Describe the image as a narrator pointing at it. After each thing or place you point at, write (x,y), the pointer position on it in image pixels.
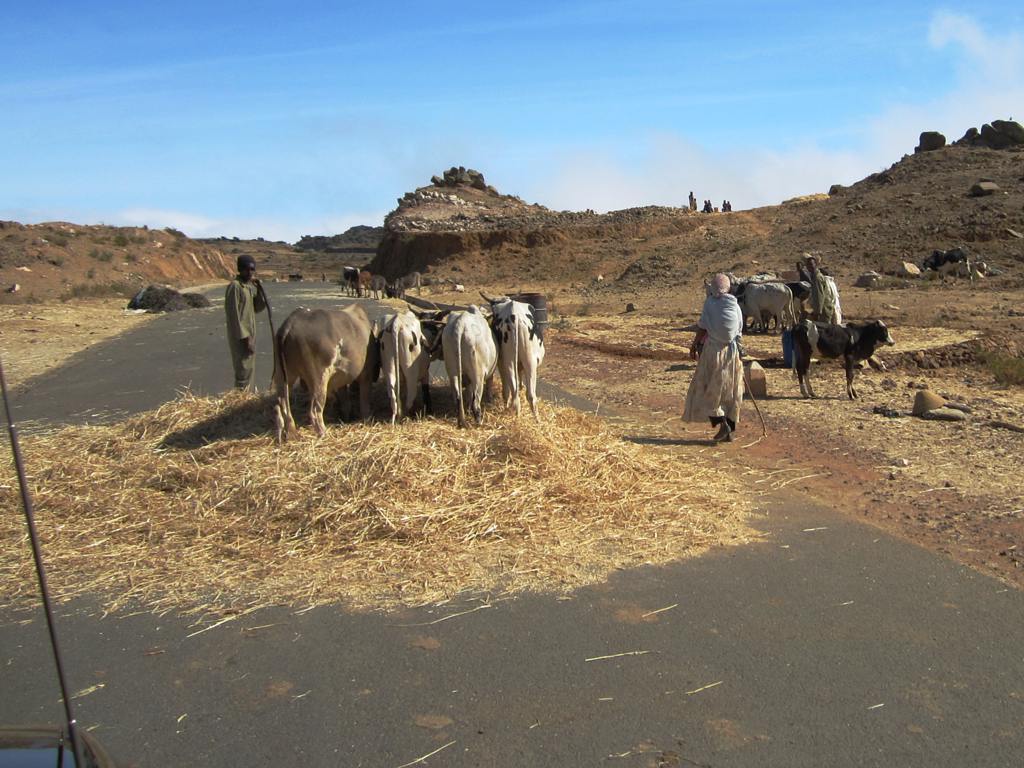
In this image we can see some animals (822,333) and there are few people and we can see some dry grass (471,451) on the road (117,632). We can see the mountains (898,200) in the background (951,179) and at the top (160,30) we can see the sky (41,83).
